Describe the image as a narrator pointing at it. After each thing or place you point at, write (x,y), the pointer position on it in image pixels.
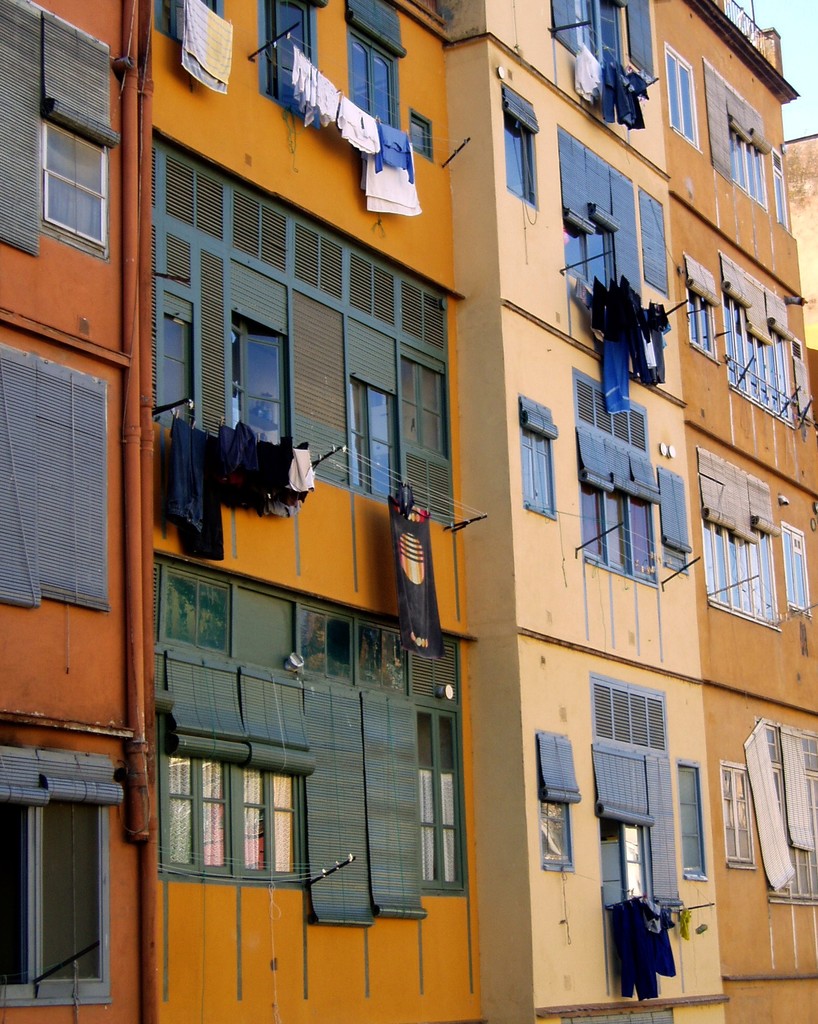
There are buildings (502,600) in different colors which are having glass windows (98,954). Some of them are having clothes (176,464) hanged on threads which are attached to the poles (98,944) which are attached to the walls (513,696). In the background (792,20), there is blue sky (792,43).
